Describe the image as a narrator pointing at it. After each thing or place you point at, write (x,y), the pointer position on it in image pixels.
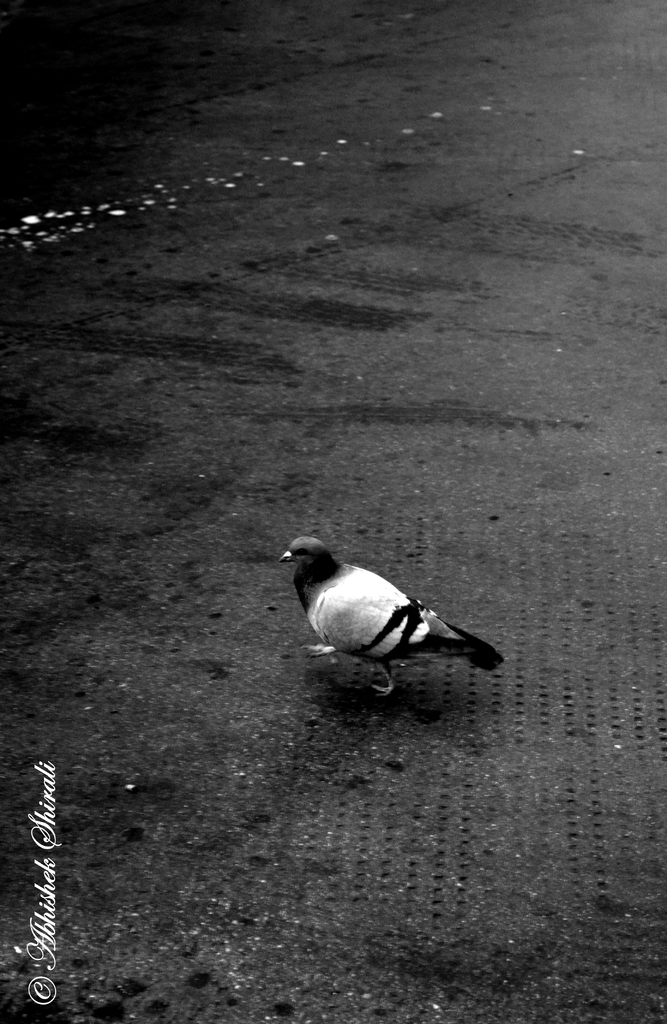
In this image we can see a bird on the road (360,911). At the bottom left side of the image (35,888) we can see something is written on it.
